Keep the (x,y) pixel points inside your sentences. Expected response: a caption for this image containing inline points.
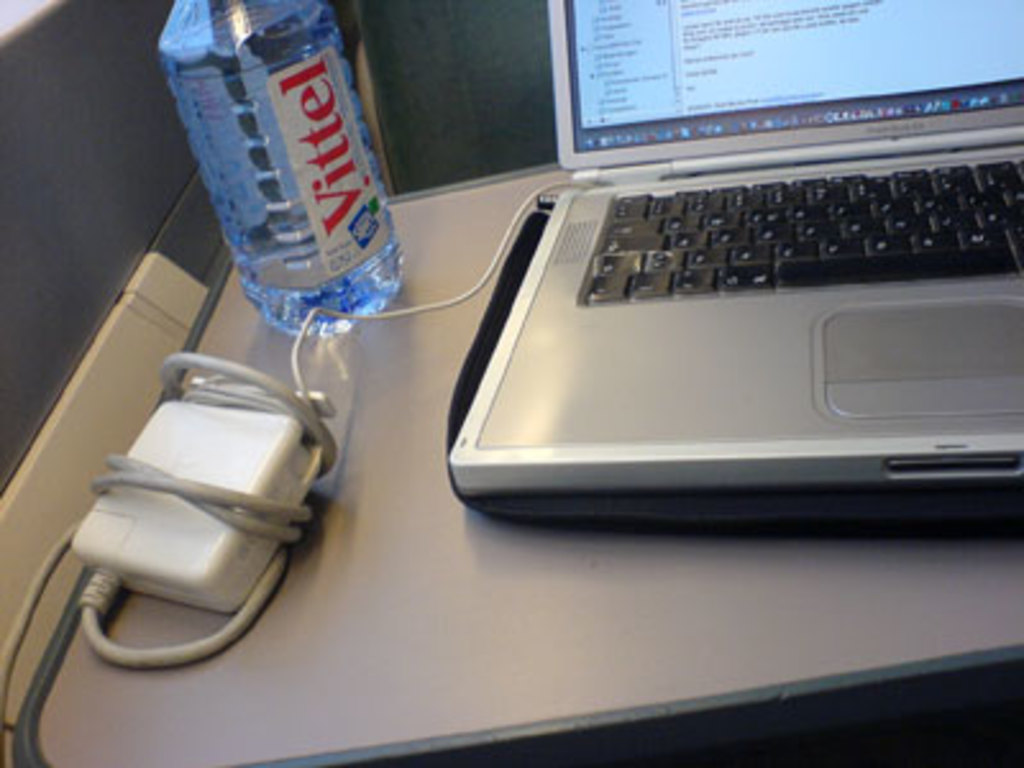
In this picture we can see a laptop (691,248) and a socket (253,449), water bottle (311,224) on a table (764,657).
